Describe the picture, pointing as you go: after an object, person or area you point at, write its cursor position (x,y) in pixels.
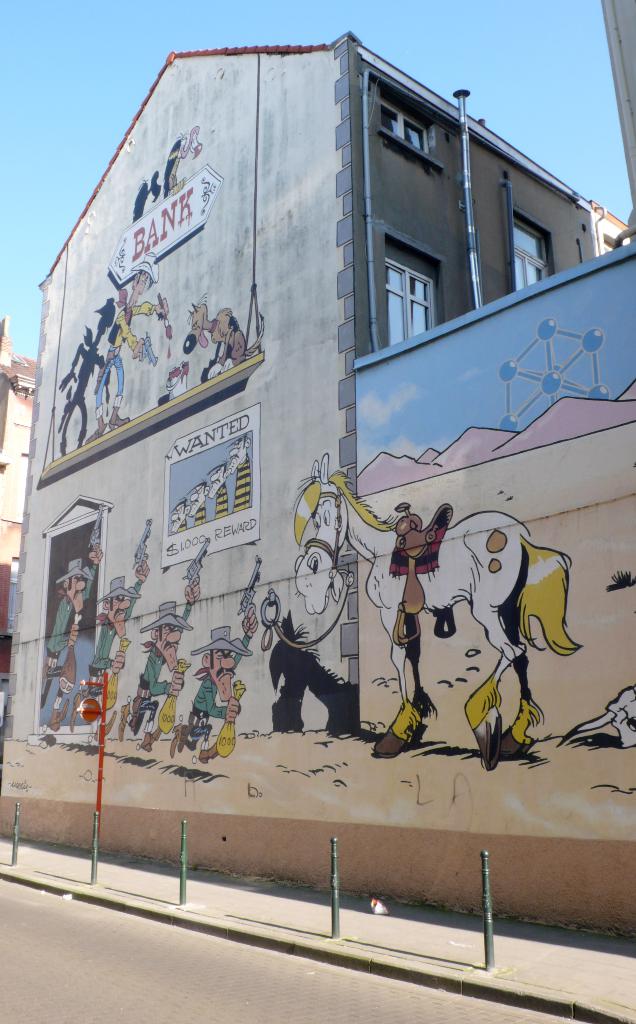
In this image we can see a few houses (251,668), on the house (186,566) we can see the painting (179,348) of the persons (174,518), animal (392,589) and some other objects (407,609), there are some windows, poles (473,238) and also we can see the sky (458,41).
